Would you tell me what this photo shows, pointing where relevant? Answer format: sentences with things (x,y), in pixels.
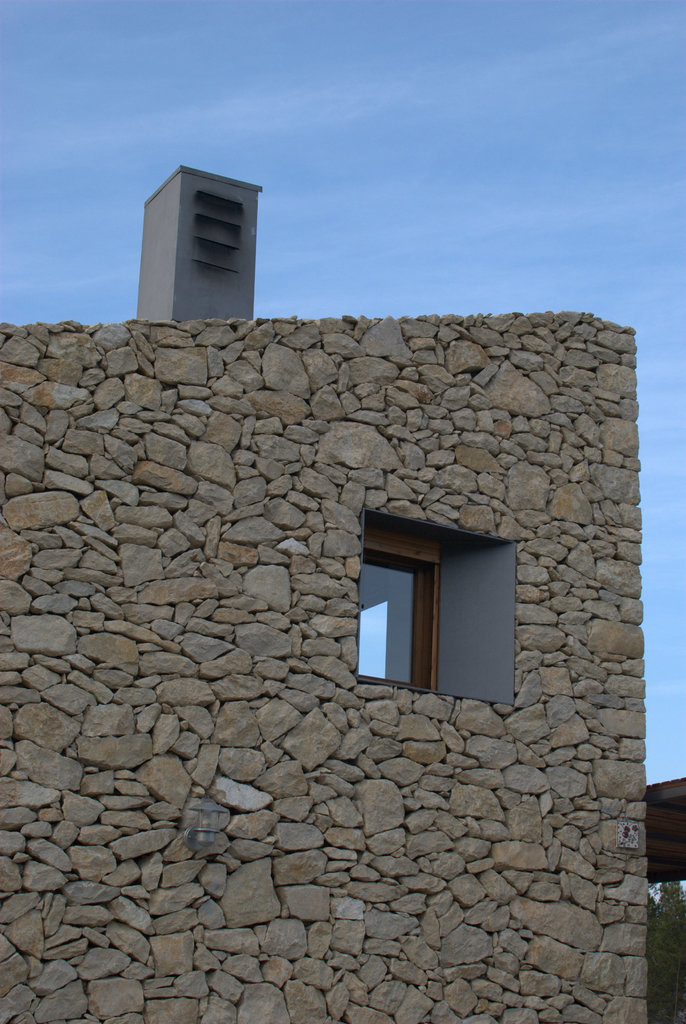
In this picture we can see the wall (398,736), window (429,580), trees (655,936) and some objects (218,271) and in the background (353,103) we can see the sky (418,174).
